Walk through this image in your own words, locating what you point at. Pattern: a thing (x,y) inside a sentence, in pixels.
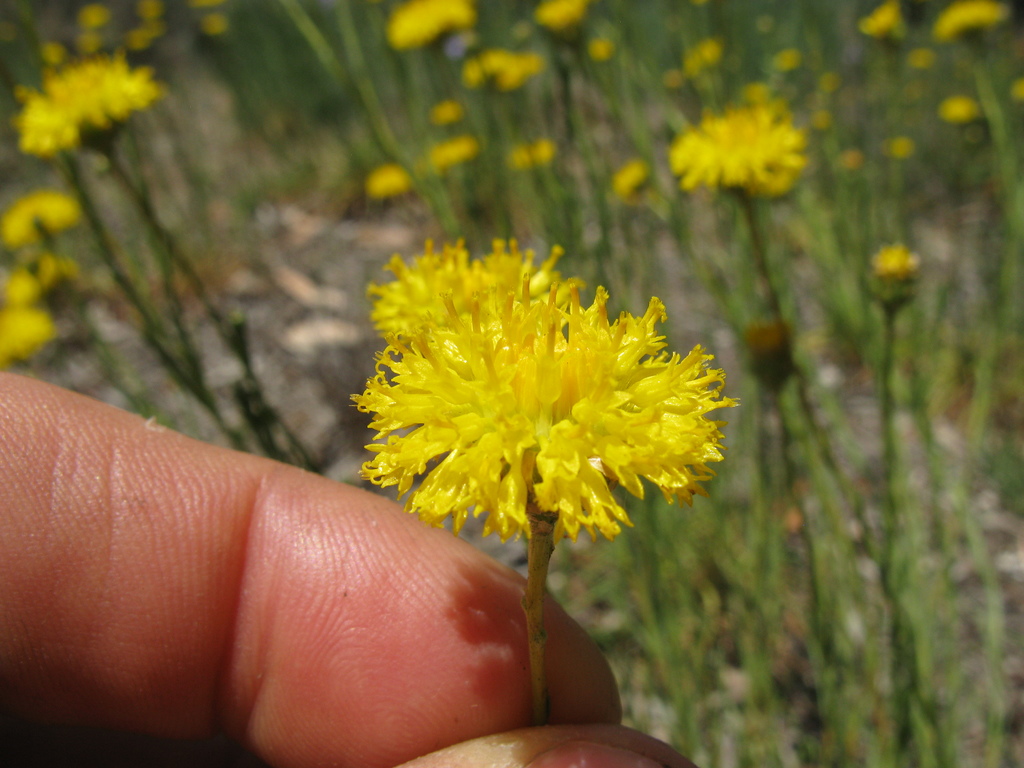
In this picture there is a person (446,558) holding the flower (623,381). There are yellow color flowers (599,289) on the plants (703,548).
